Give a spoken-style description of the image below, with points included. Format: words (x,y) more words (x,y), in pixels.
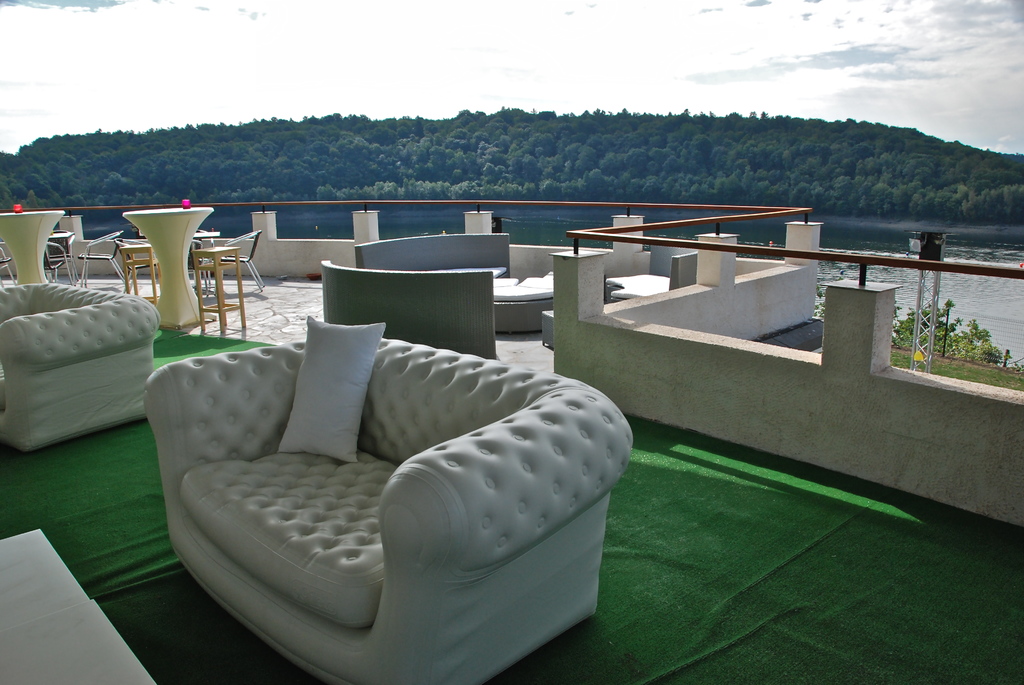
There are many sofas (64,329). On the sofa (198,451) there is a pillow (349,428). There is a green carpet (145,523). On the background (220,270) there are chairs (126,252), tables (58,233), sofas (430,261), trees (894,209), water (856,242) and sky (695,94).
